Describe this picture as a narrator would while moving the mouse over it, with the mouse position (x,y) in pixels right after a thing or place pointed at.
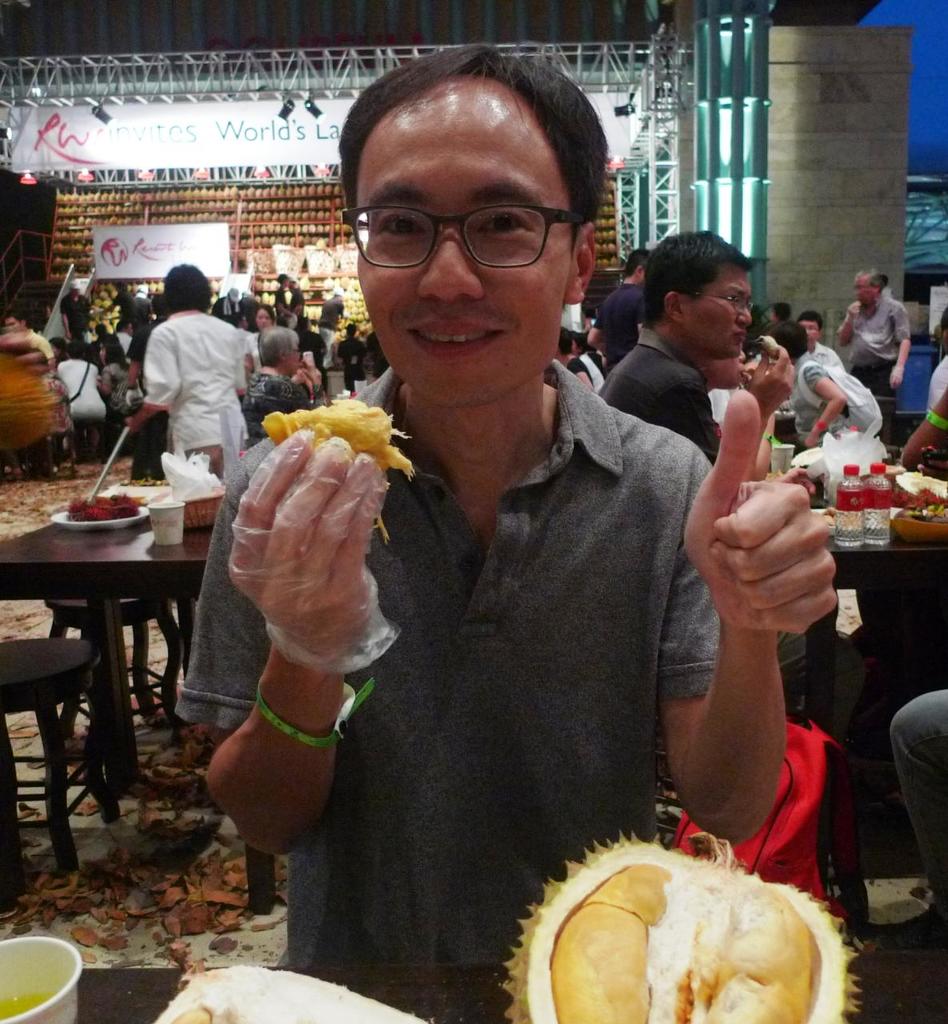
In this picture we can see man (657,444) smiling and holding some fruit (360,441) in one hand (262,591) and in background (73,428) we can see tables (100,531), chairs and some persons (314,382) and on table (883,551) we can see bottles (877,489), fruits (85,515), plate (83,527), glass (183,525), basket (193,499) and some food (116,497).
